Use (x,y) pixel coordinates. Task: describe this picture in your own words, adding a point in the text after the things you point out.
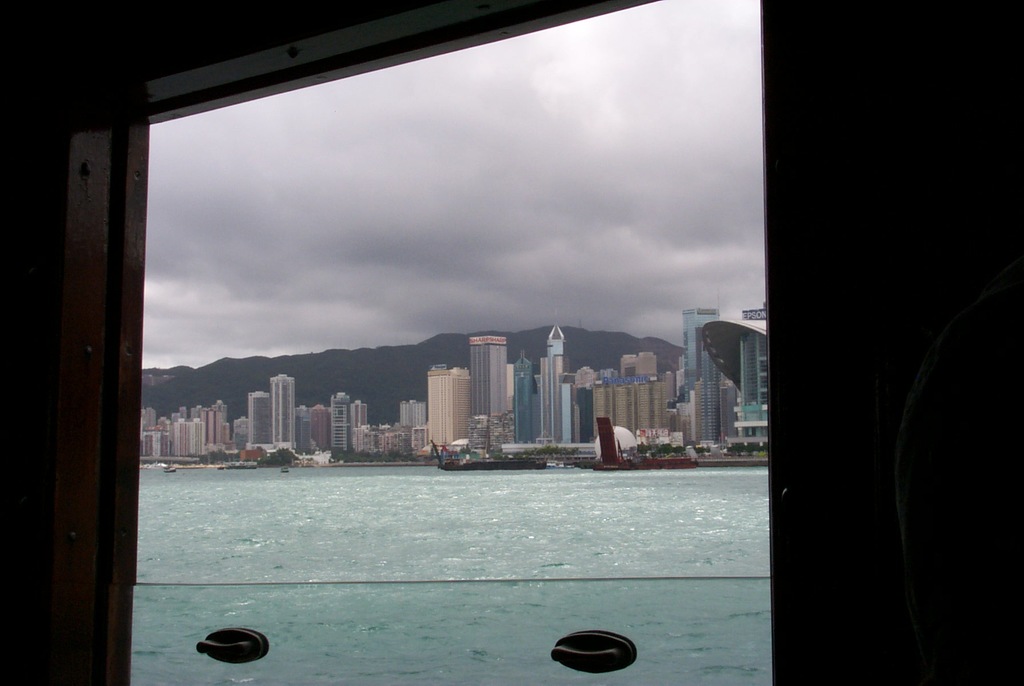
I think this is a window (233,95) with a glass door (767,596). These are the buildings (500,384). I can see the boats (167,468) in the water (315,520). In the background (211,368), these look like the mountains (546,331). These are the clouds (454,219) in the sky (503,227).
